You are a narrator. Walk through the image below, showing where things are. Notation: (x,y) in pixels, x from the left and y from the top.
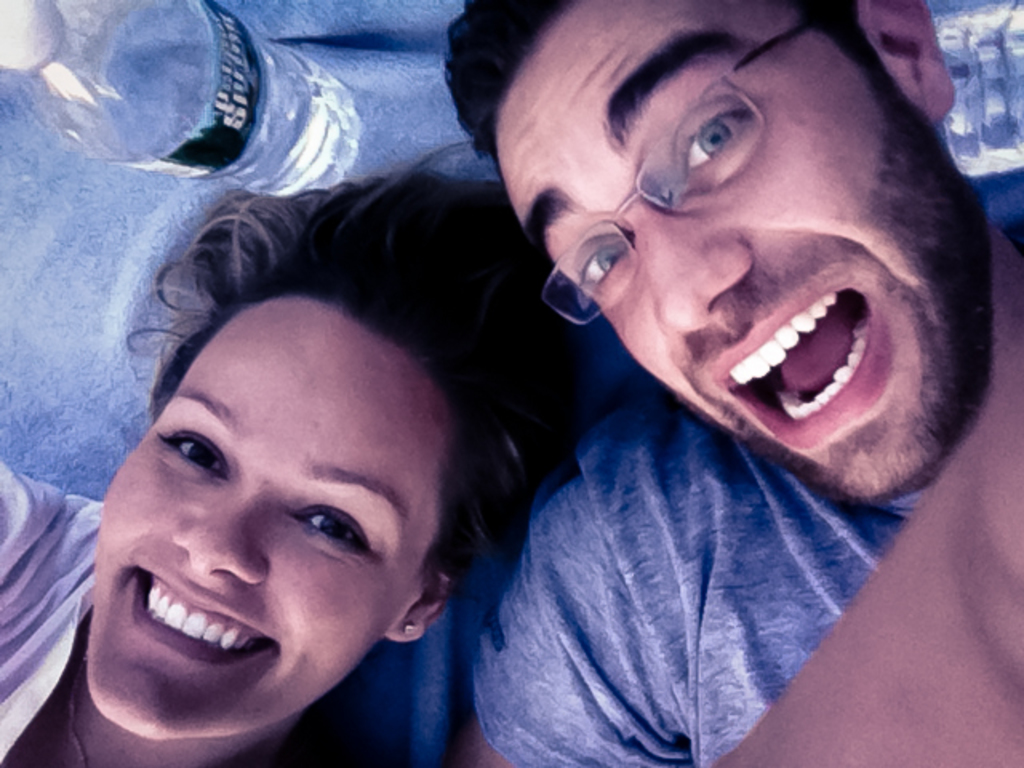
In this image we can see a girl (460,565) and a boy (595,611) with a smile (771,393) on their face (369,445) and they are looking to the camera, besides their head (325,227) there are water bottles (1012,115).
